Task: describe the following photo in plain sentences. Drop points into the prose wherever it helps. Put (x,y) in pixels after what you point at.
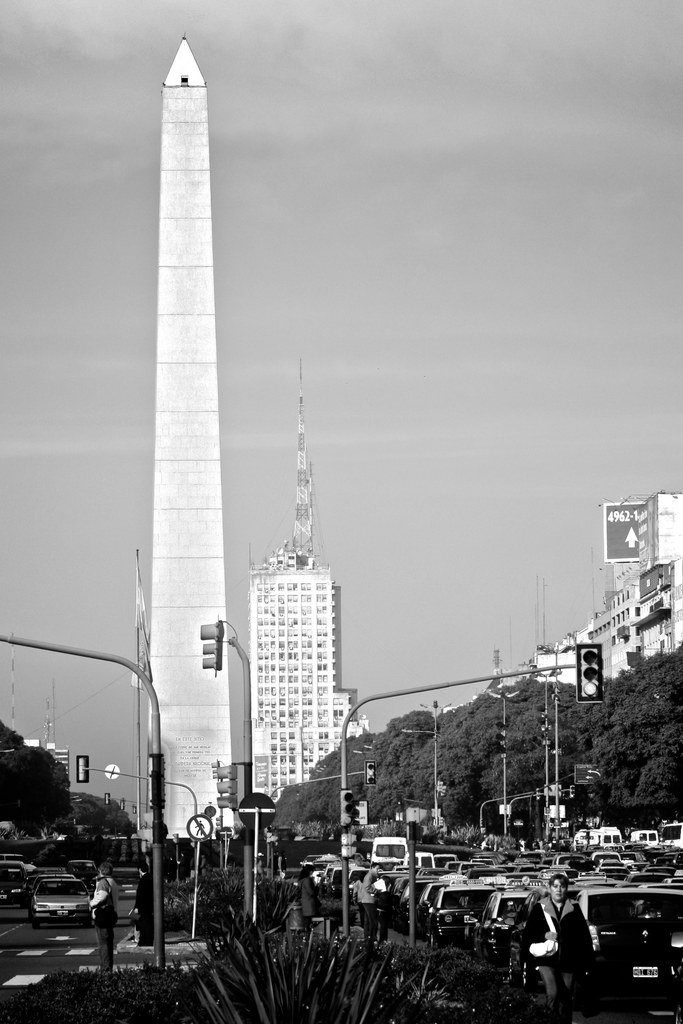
This is a black and white pic. At the bottom (244,932) we can see few persons (109,931), plants (264,972), traffic signal poles (249,809) and vehicles (652,887) on the roads (422,937). In the background (81,815) there are trees (311,778), buildings (637,566), hoarding (616,545), poles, towers (182,237) and clouds (435,398) in the sky (394,322).
